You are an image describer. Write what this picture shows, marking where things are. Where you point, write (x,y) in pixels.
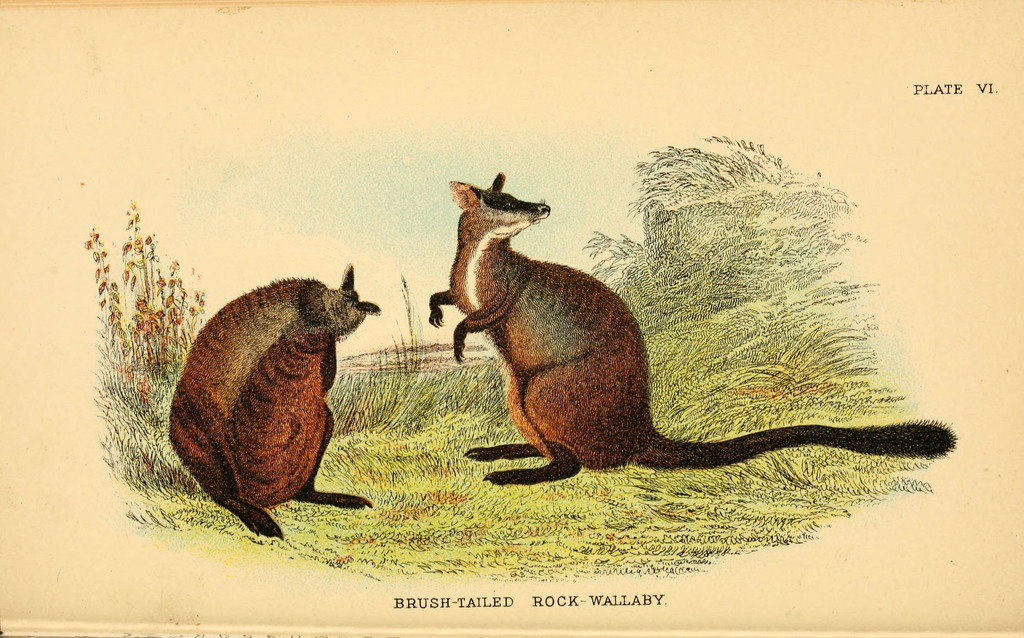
This is a painted image. Two animals (576,417) are standing on the grassland (465,404) having few plants (460,393). Bottom of the image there is some text (649,600).
